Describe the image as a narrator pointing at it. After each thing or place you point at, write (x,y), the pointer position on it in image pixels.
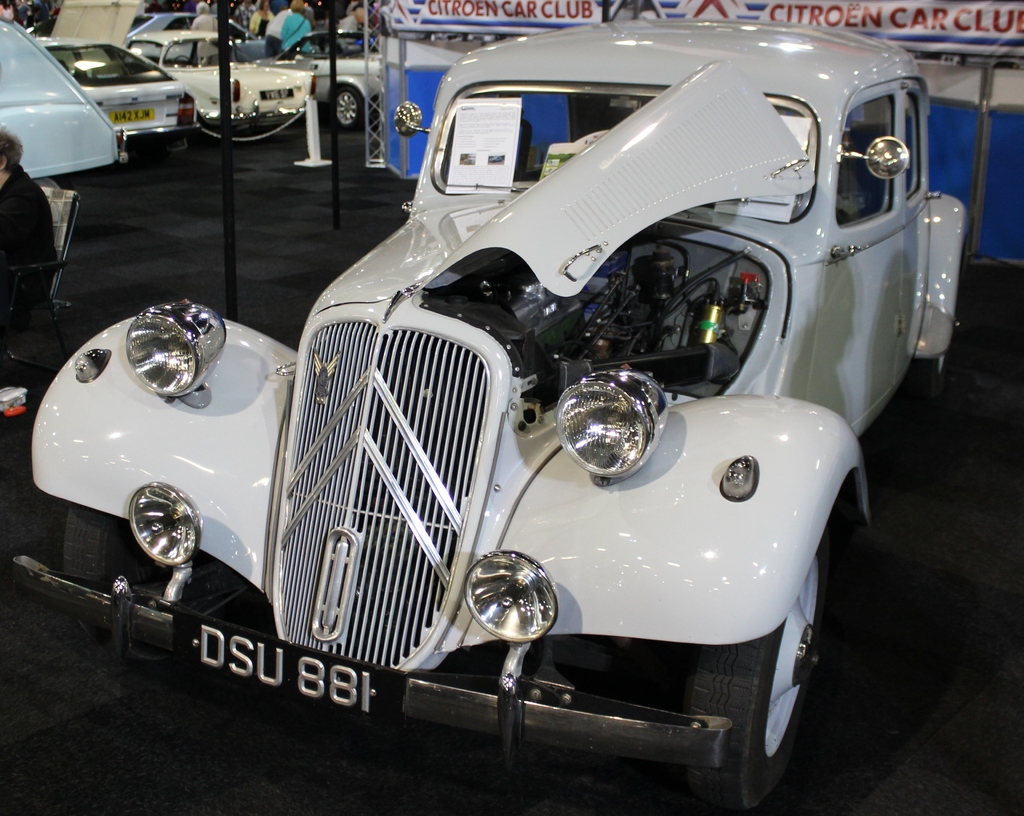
In this image in the center (363,375) there is one car (497,397) and engine (525,321), and in the background (143,76) there are some cars (258,49) and some people (289,44) are standing. On the left side (40,204) there is one person (26,249) who is sitting on a chair (53,277), and also there are some poles (223,136). At the bottom (155,718) there is a floor (862,687).
